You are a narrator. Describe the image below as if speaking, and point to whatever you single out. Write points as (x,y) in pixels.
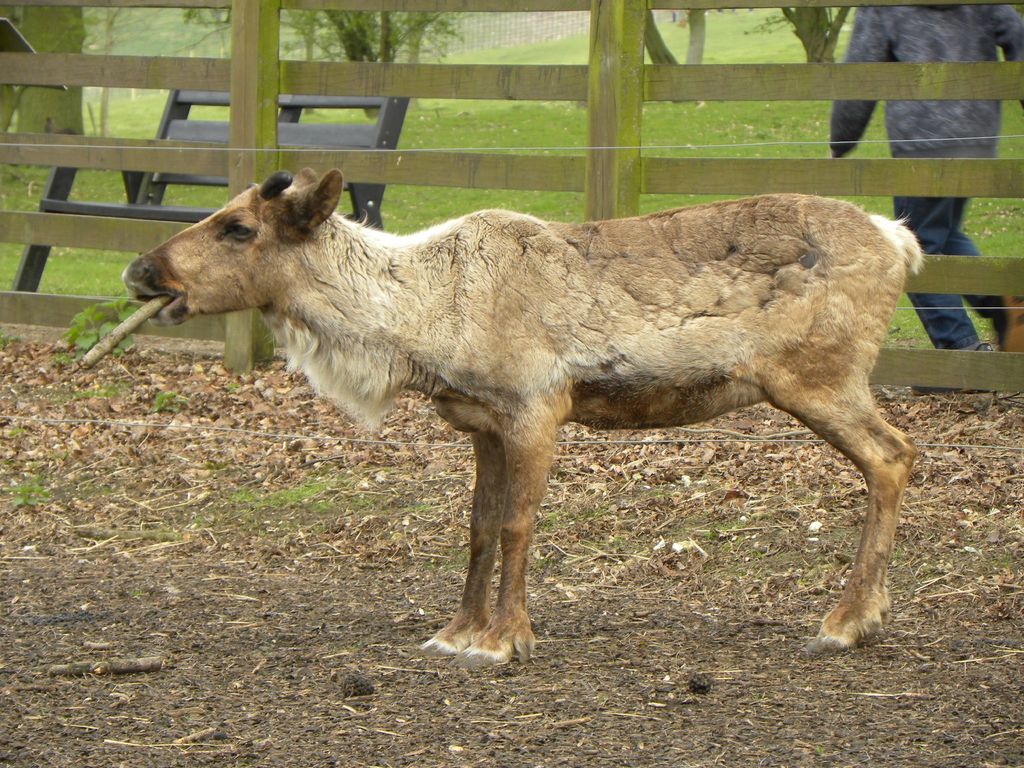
In this image there is one reindeer (640,415) in middle of this image (511,369) and there is a fencing wall (509,83) in the background (450,76). There is one person (921,126) standing at right side of this image (947,108) and there is a table (300,130) at top left corner of this image (325,125) and there are some trees (400,53) in the background (823,53).
